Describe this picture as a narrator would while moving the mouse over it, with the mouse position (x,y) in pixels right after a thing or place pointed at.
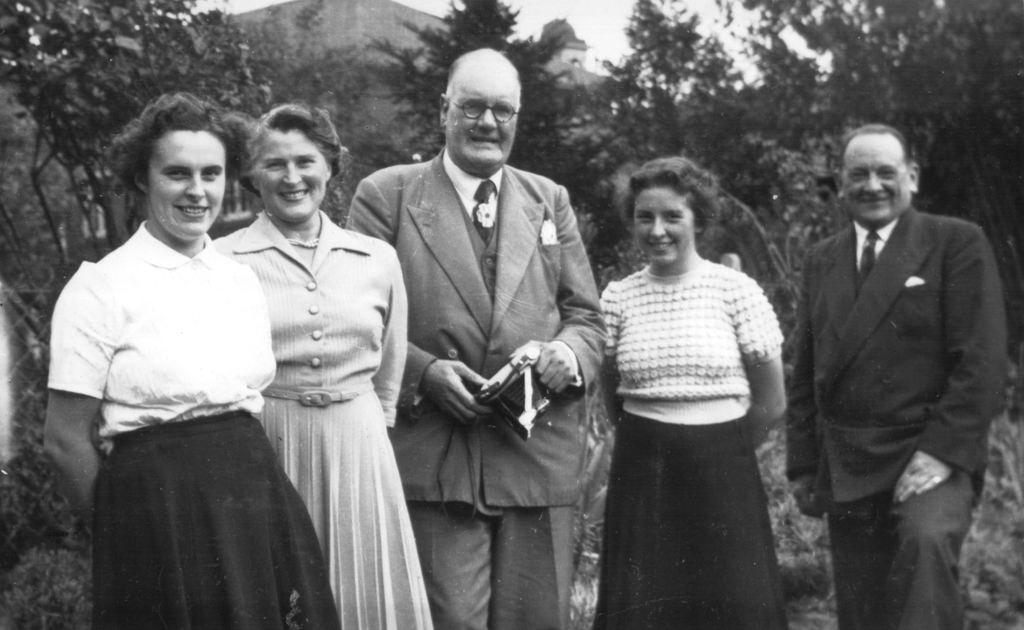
In this image there are five people (967,450) in the foreground (770,394). There are trees (112,122) and buildings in the background (736,132). And there is sky (747,26) at the top (747,26).
